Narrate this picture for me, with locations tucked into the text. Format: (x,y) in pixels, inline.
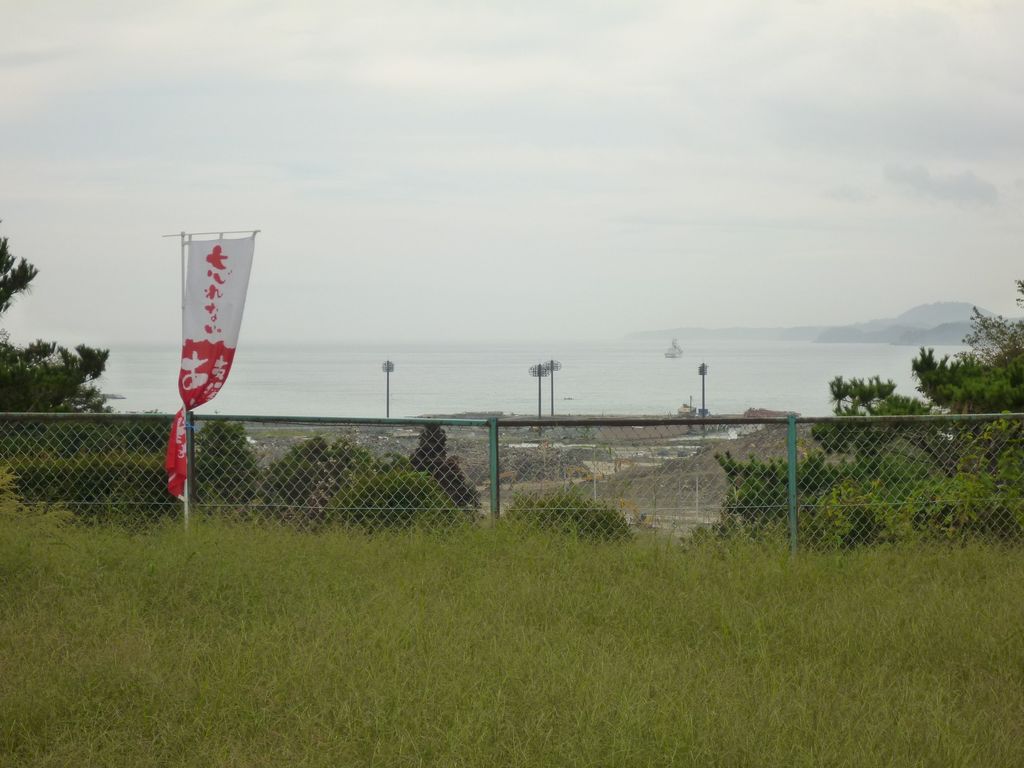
At the bottom of the image (445,678) there is grass (145,624). Behind the grass (125,608) there is fencing (653,514) and also there is a pole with a flag (184,376). Behind the fencing (164,467) there are trees (922,445), poles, hills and also there is water (760,358). At the top of the image (577,149) there is sky (810,137).
